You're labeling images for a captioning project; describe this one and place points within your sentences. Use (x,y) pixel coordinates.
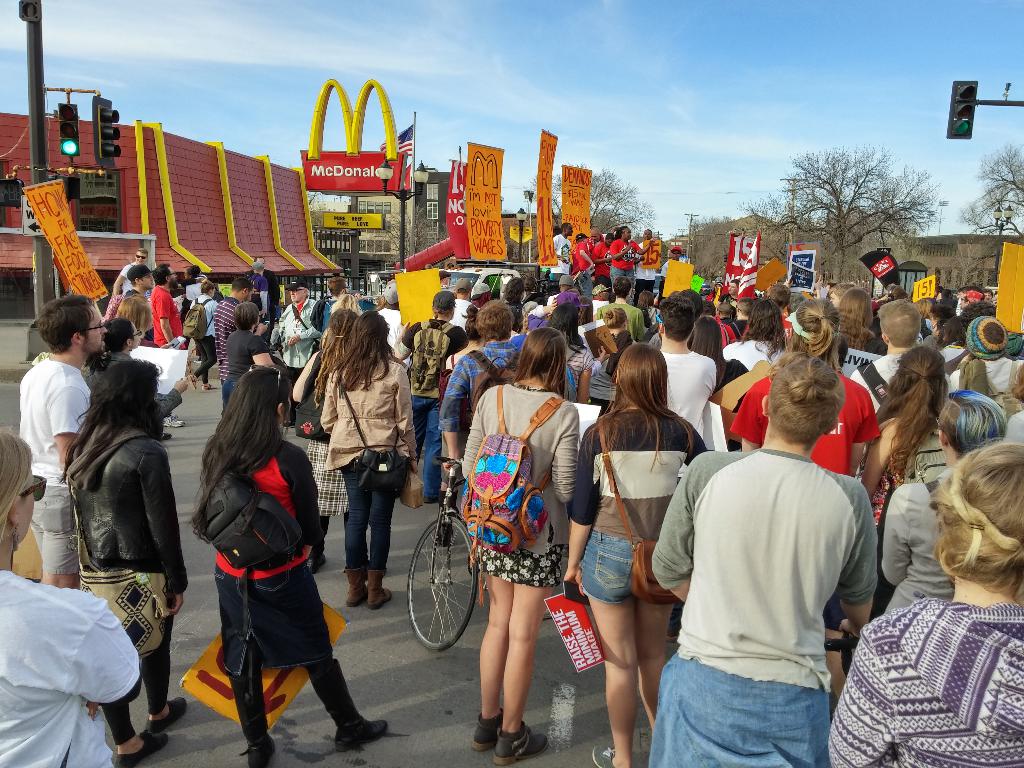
There is a crowd (492,392). Some are wearing bags (517,509) and holding some placards (36,195). In the back (164,255) there are banners (882,269), buildings (227,234), traffic lights (104,152) with poles (44,158), trees (810,232) and sky (567,75).
